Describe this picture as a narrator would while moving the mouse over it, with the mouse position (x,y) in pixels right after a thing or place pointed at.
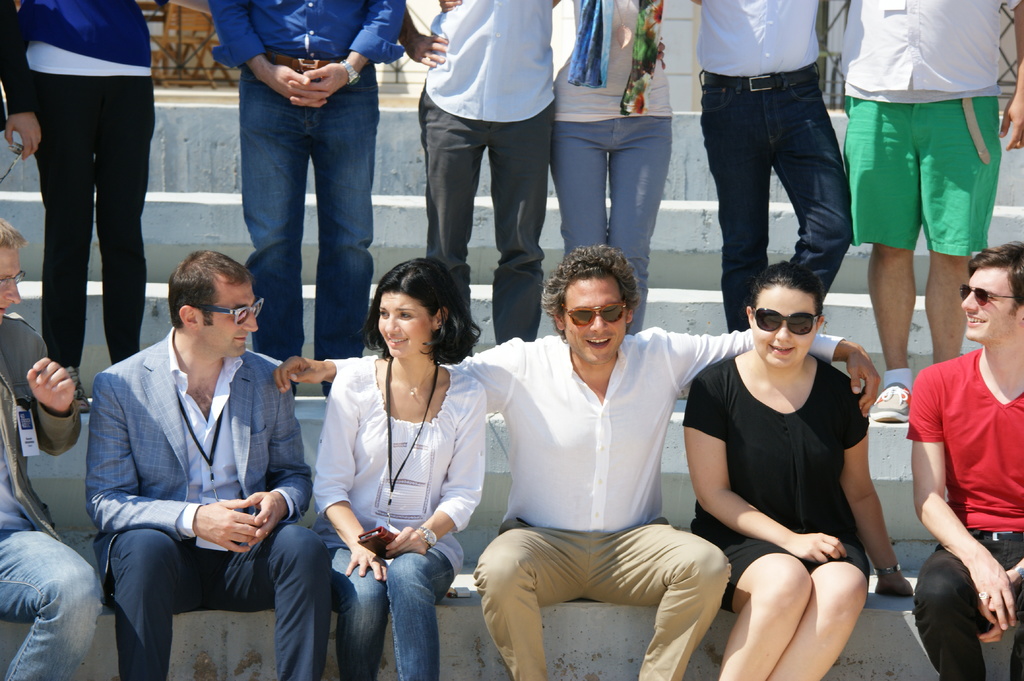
In the image we can see there are people (127,439) sitting on the stairs (82,453) and there is a woman (390,548) holding mobile phone (386,540) in his hand (408,550). Behind there are other people (470,81) standing on the stairs (156,123).
